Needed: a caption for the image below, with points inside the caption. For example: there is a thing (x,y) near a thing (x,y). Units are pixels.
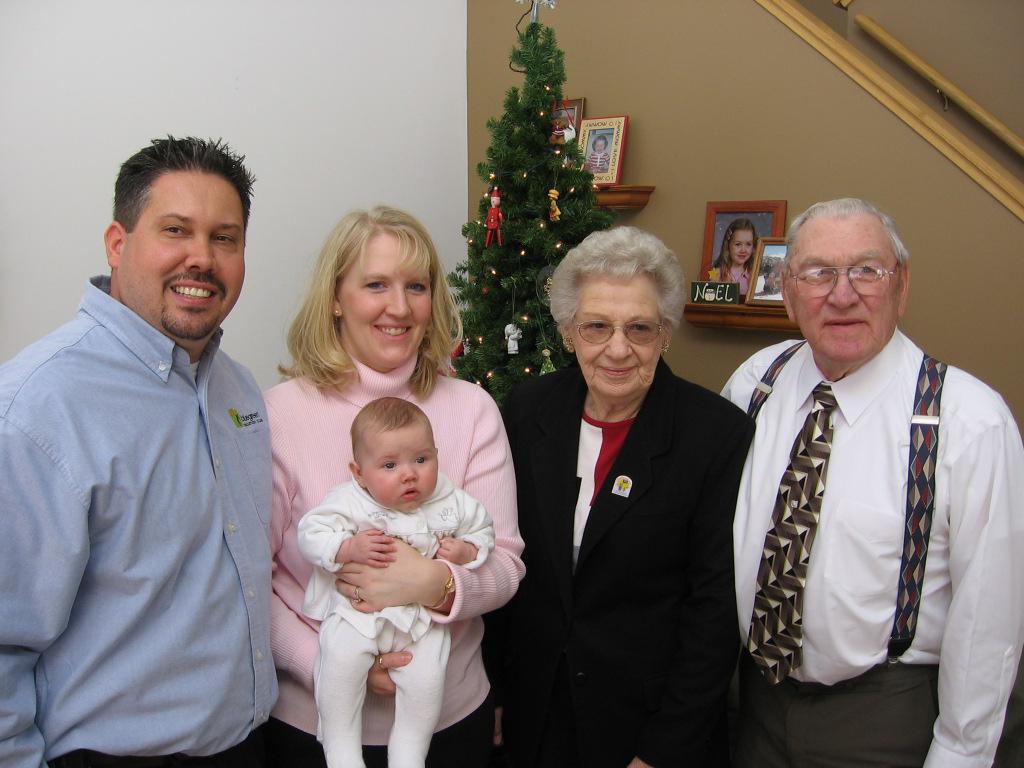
In the middle of the image (352,262) few people (153,198) are standing and smiling and she is holding a baby (360,487). Behind them there is wall (978,324), on the wall (811,92) there are some frames (594,162) and there is a xmas tree (470,224).
